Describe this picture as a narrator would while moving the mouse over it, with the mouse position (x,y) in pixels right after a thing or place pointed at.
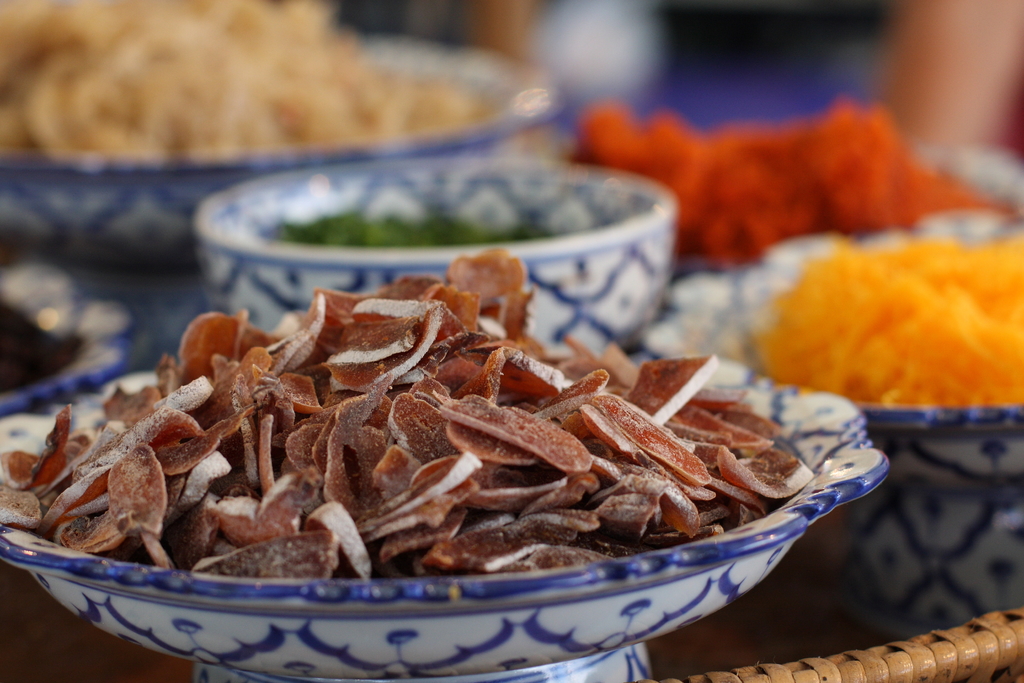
In this image we can see food (648,420) in the bowls (985,563) placed on the table (839,585).
